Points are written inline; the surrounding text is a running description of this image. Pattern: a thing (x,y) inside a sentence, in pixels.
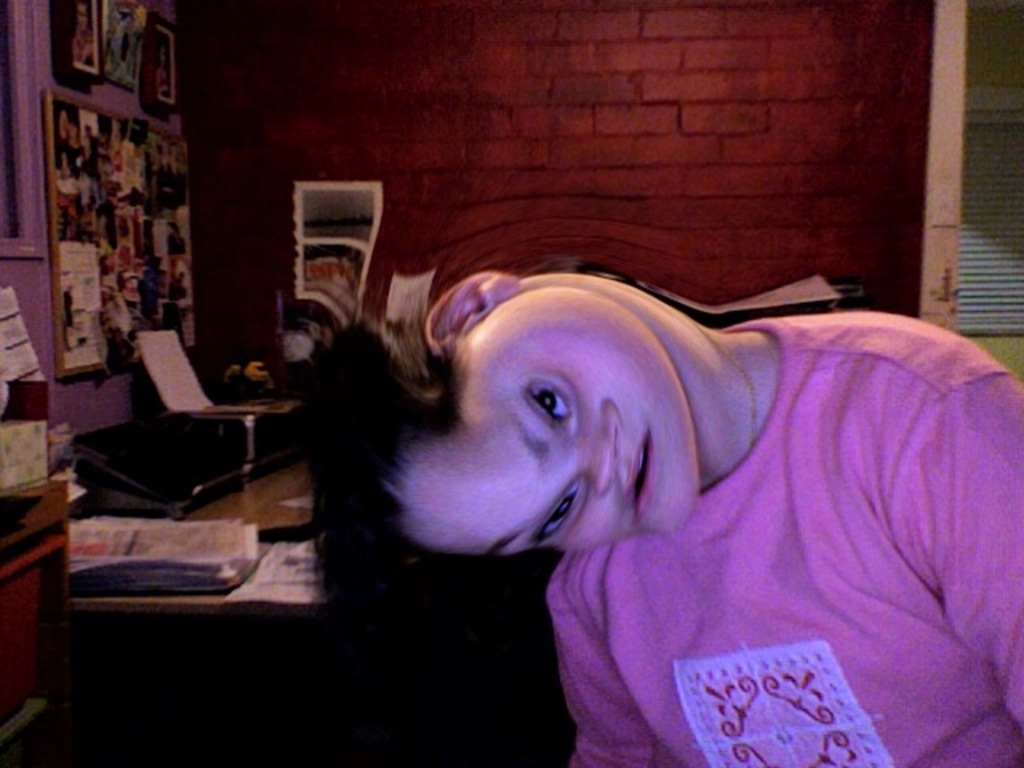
There is a person (602,438). Here we can see papers (216,589), cupboard (51,562), board (97,322), frames (139,24), flower vase (243,395), and posters (120,338). In the background (378,132) we can see a wall (805,176).
